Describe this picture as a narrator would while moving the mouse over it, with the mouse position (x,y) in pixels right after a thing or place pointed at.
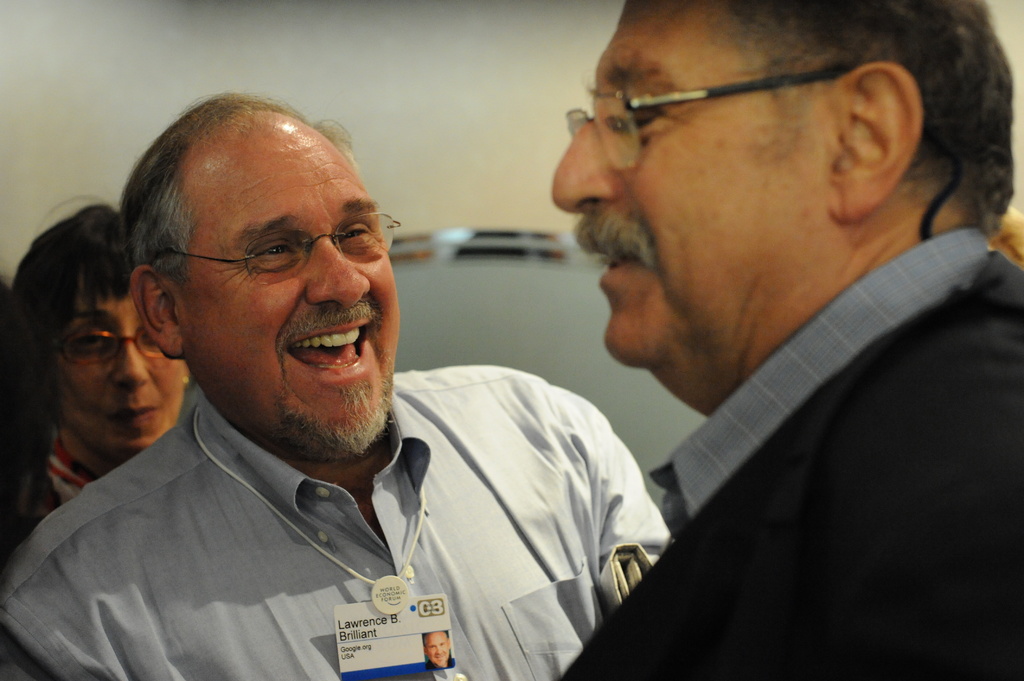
In this image I can see three persons (228,289) and I can see all of them are wearing specs (826,71). I can also see the middle one (483,576) is wearing an ID card (408,632) and I can also see smile (331,342) on his face (250,369). I can see this image is little bit blurry in the background (553,290).
